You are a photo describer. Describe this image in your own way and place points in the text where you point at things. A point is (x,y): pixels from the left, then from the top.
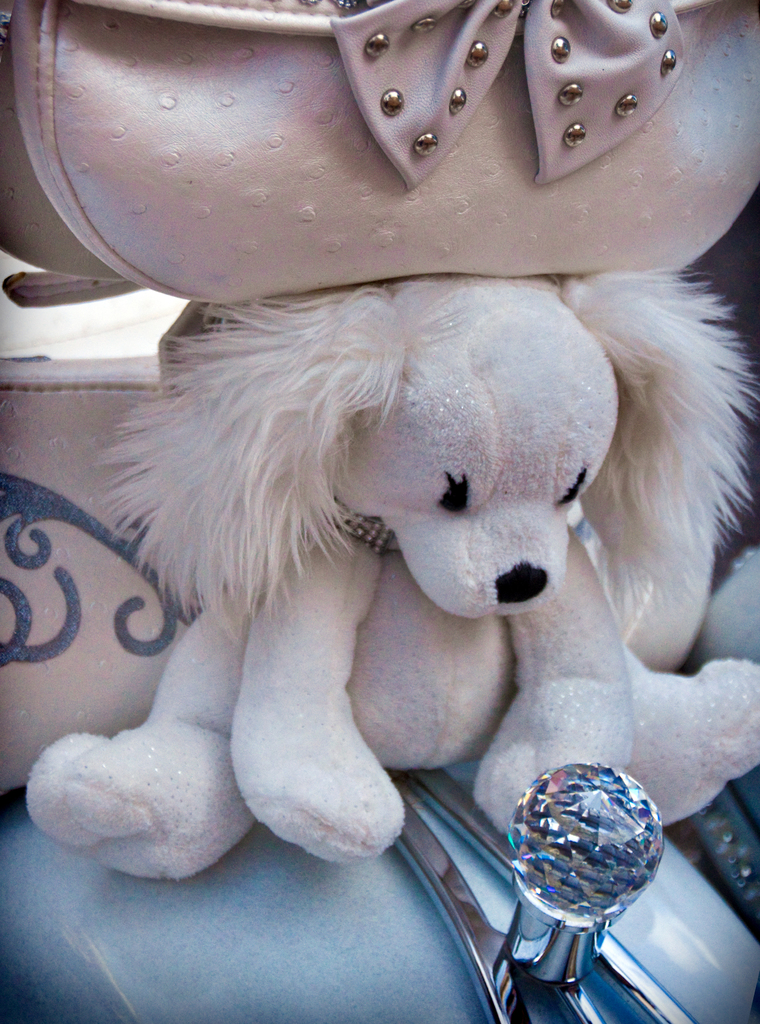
This image consists of a doll (341,671) above which there is a handbag (322,257). It looks like it is kept on a vehicle (317,958).
